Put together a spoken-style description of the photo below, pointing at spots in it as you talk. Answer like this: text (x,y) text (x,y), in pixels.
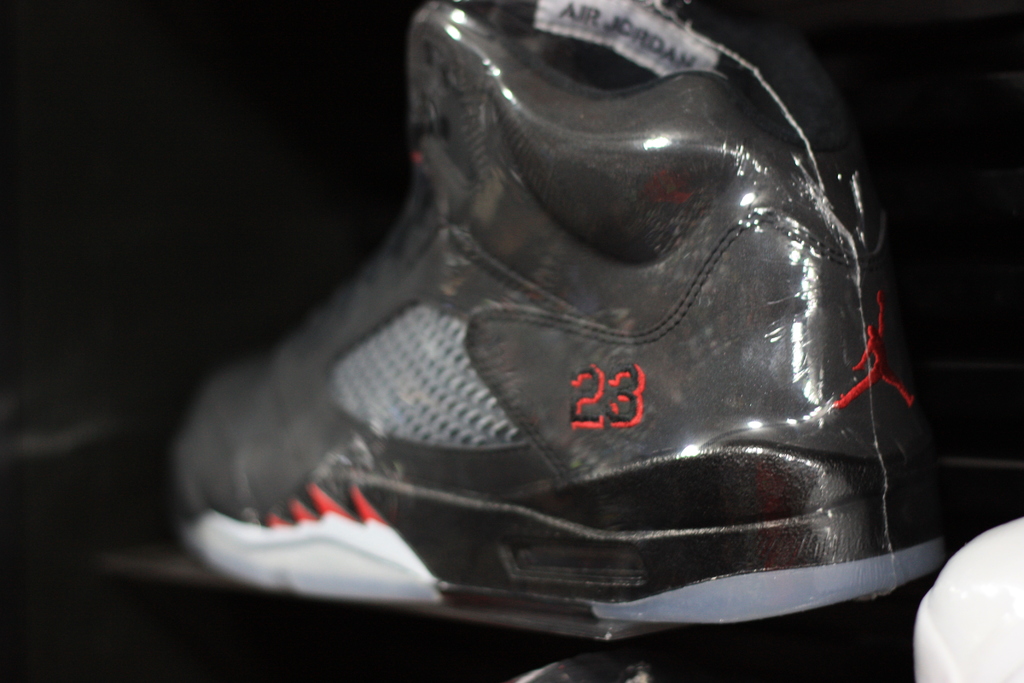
In this image we can see one shoe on the table (131,573), some objects (970,636) on the shelf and there is a black background (111,208).
